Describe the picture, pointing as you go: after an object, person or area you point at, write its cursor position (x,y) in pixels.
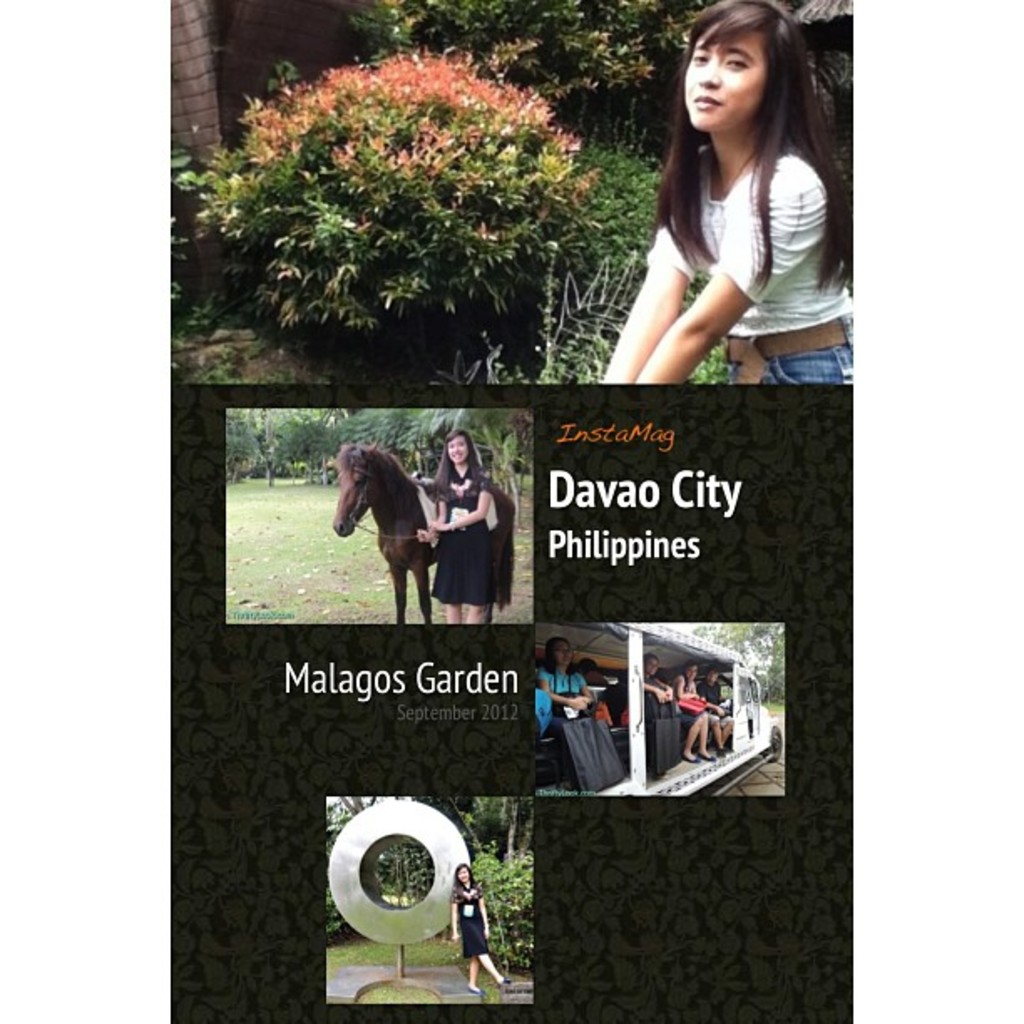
In this picture we can see an image. There is a woman (471,482) standing besides the horse (405,518). These are the plants (430,205). Here we can see some persons (713,707) inside the vehicle (770,732).
